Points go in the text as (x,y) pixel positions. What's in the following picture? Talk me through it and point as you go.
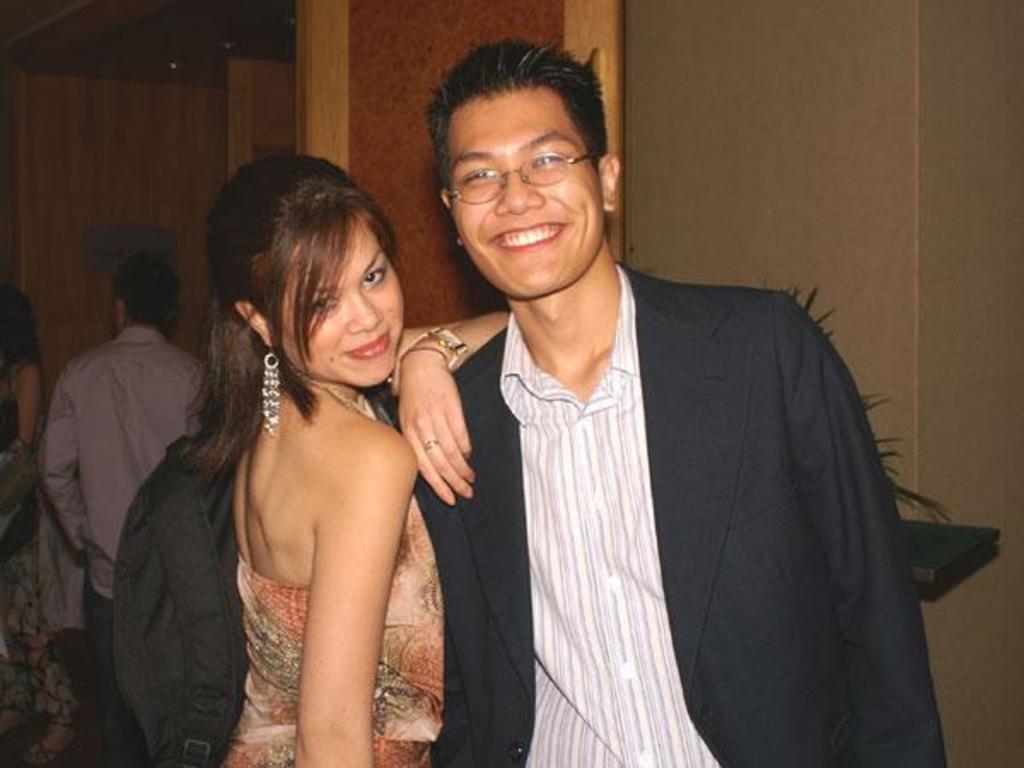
In this picture we can see a man (487,716) wore a blazer (438,532), spectacle (547,165) and beside to him we can see a woman (395,335) and they both are smiling and in the background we can see some people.
